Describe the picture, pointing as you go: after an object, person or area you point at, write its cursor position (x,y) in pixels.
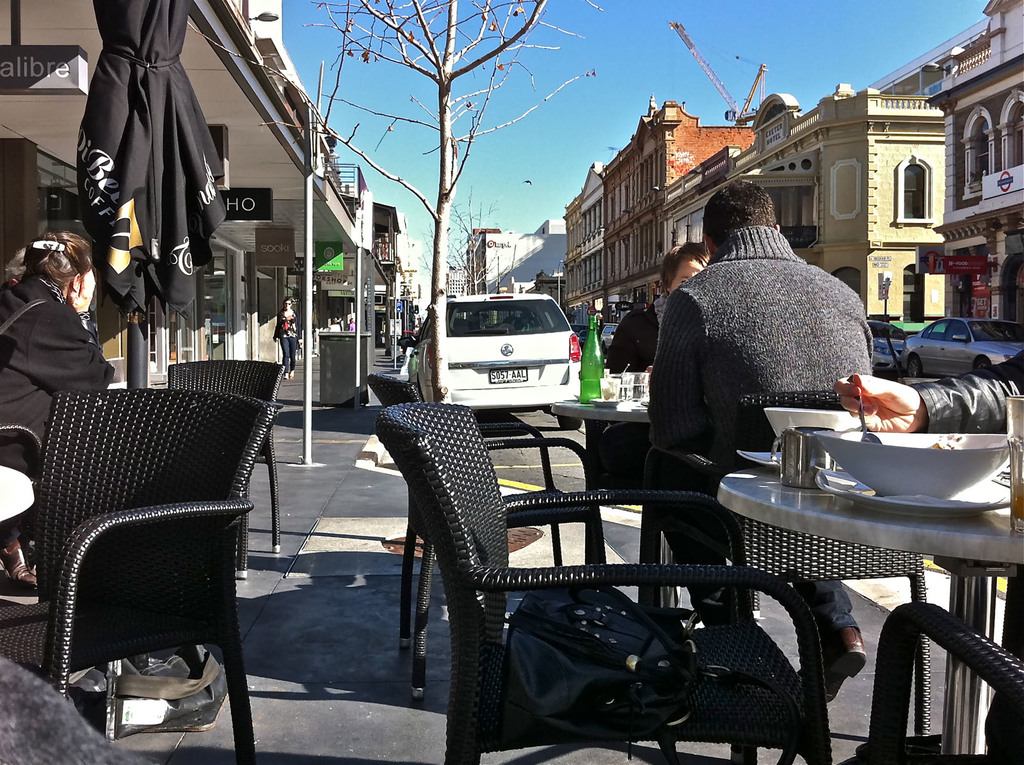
Few people (659,377) are sitting in a restaurant (203,466) beside a road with a white car (512,387) at a distance.
